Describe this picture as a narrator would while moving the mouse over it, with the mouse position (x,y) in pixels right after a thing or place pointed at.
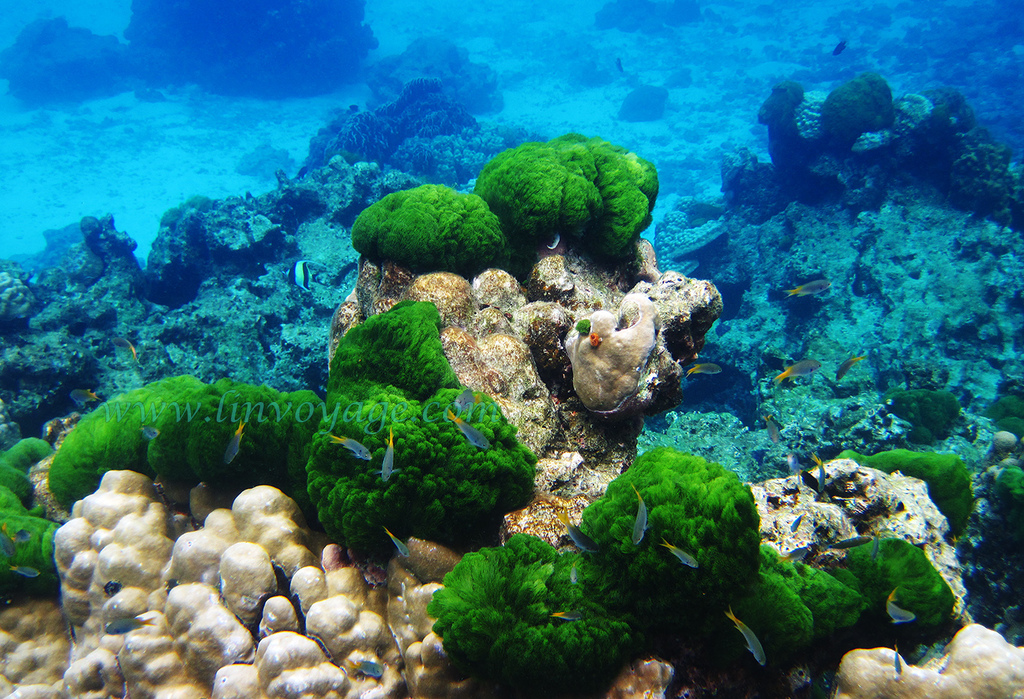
In this picture I can see the inside of water (560,126) and I see few sea plants (289,420) and I see the fishes (357,442) and I see the watermark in the middle of this picture (371,409).
